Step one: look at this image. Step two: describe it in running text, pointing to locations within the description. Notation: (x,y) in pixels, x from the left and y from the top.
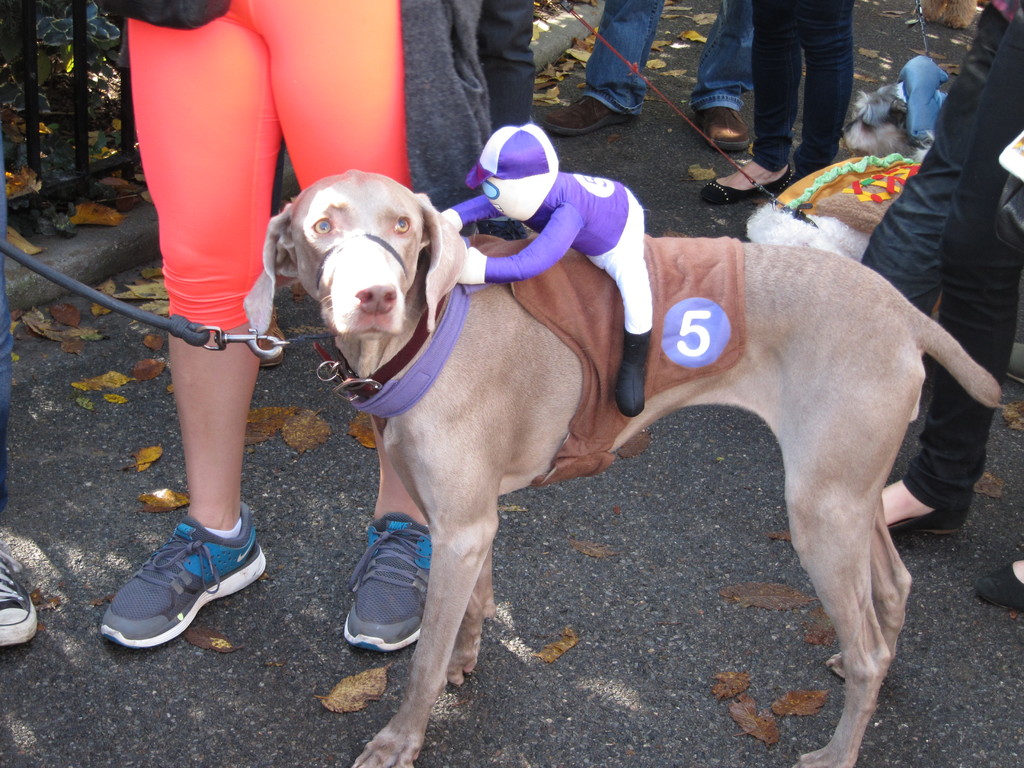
In this image we can see the dogs (426,280) and the legs (341,150) of the persons (320,155), there are some leaves (30,178) on the ground (166,451), also we can see the fence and a toy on the dog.
